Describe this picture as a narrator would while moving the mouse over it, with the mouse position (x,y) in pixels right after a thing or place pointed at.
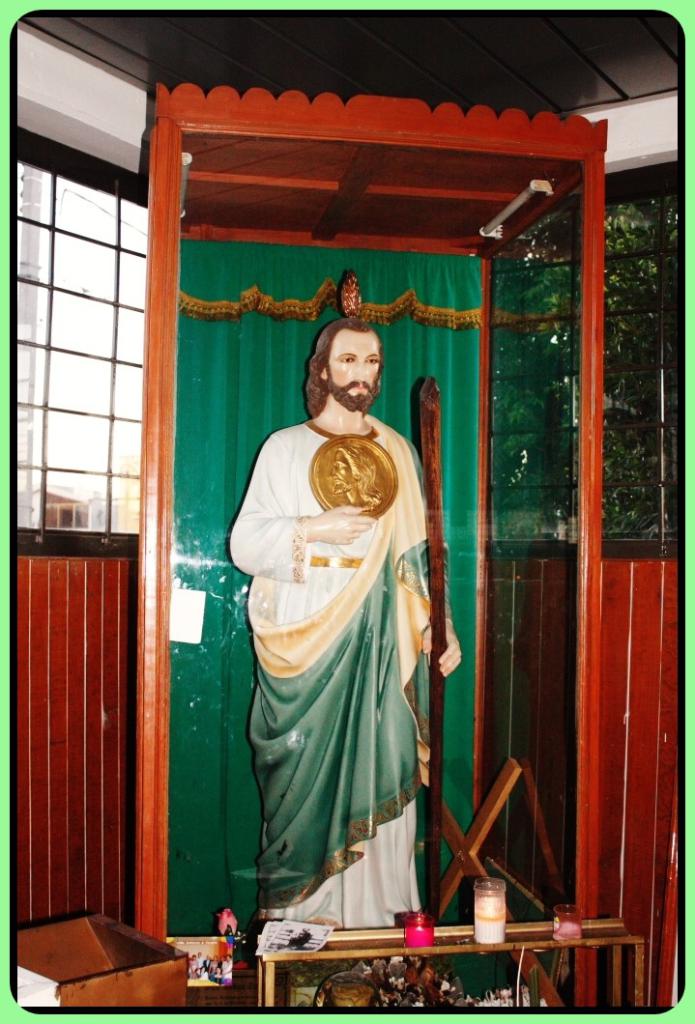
This image is taken indoors. At the top of the image (264,27) there is a ceiling (495,58). In the background (122,774) there is a wall (644,698) with windows (626,361). Through the windows (657,327) we can see there are a few trees (633,317). In the middle of the image (308,540) there is a statue (351,579) of a god (325,591) in the glass box (542,490). At the bottom of the image (323,972) there is a table (265,997) with a box (154,975) and a few candles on it.
